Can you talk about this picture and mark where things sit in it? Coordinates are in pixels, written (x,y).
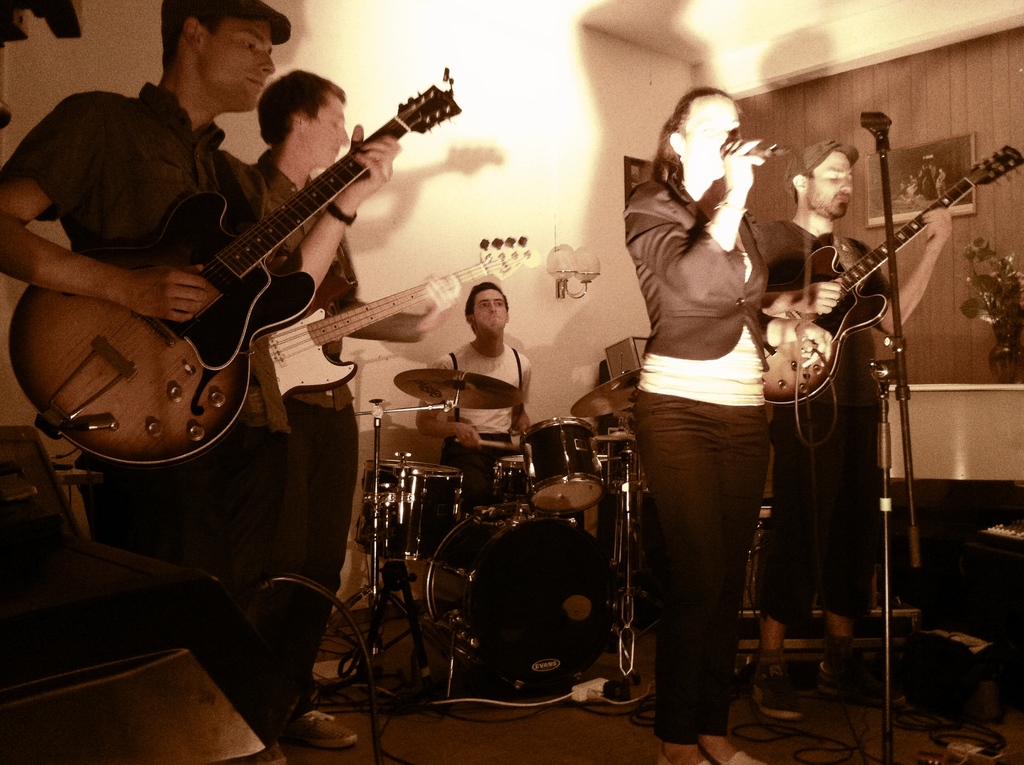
In the picture I can see four persons (713,455) standing where three among them are playing guitar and the remaining one is singing in front of a mic (759,152) and there is a person (480,339) sitting is playing drums (470,380) in the background (506,363).
